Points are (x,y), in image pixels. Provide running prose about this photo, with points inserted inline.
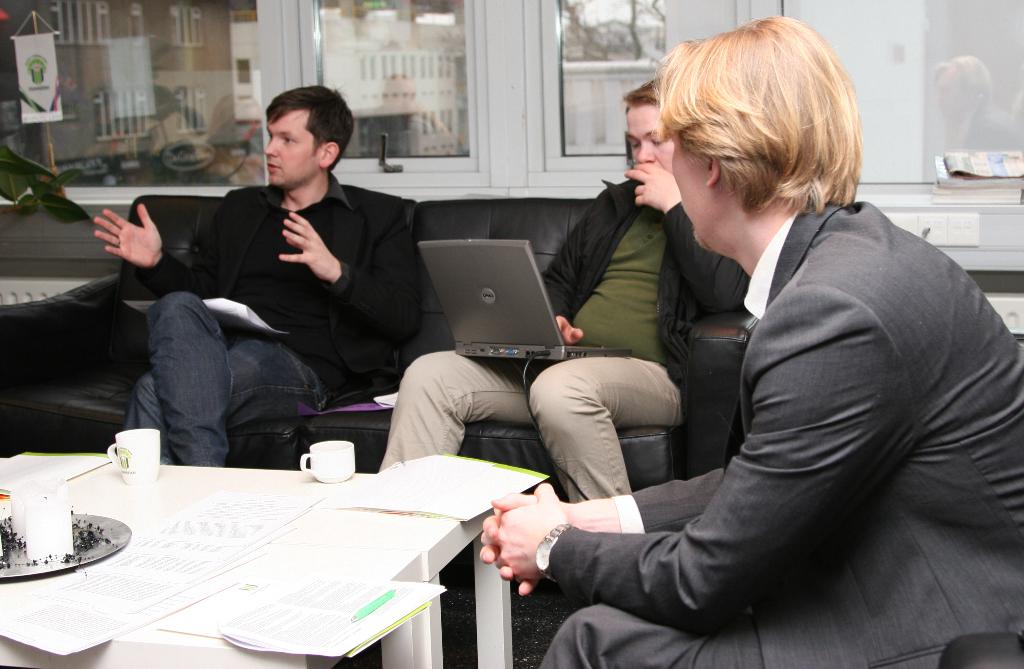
These two persons (366,293) sitting on the sofa (426,233). This person (829,172) sitting. We can able to see table (310,482). On the table (132,524) we can see cup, paper (305,629), pen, book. On the background (83,134) we can see glass window (195,59). From this glass window (204,61) we can see building (179,41).
